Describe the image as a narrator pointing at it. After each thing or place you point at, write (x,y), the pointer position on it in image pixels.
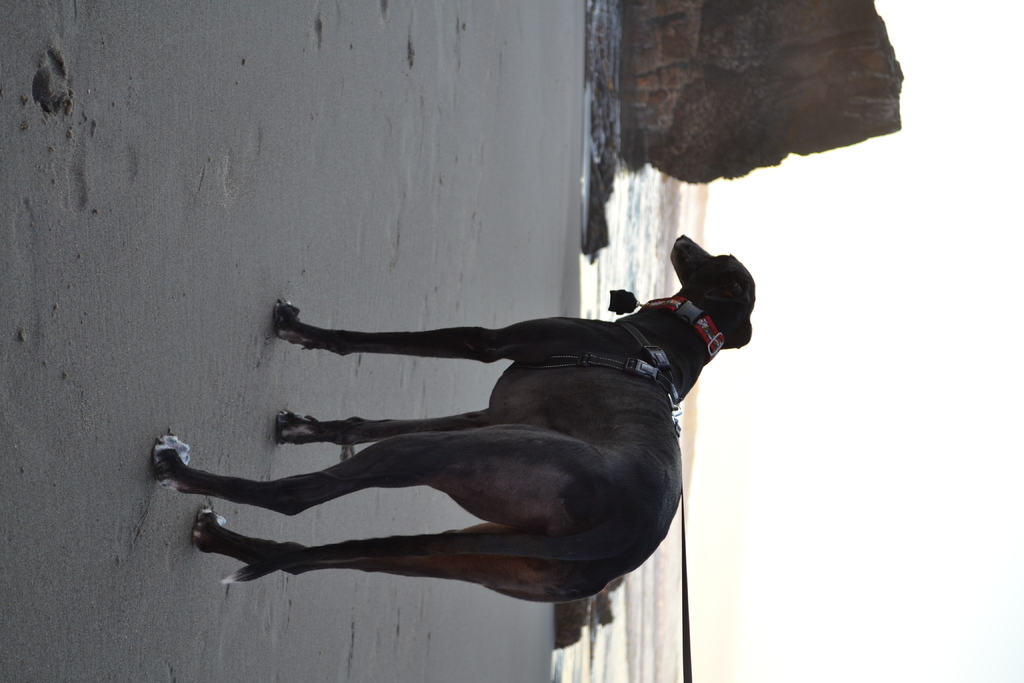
In this image in front (224,540) there is a dog (206,533) on the sand (400,254). On the left side of the image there are rocks (856,72). In the background of the image (661,593) there is water (665,611) and sky (875,511).
